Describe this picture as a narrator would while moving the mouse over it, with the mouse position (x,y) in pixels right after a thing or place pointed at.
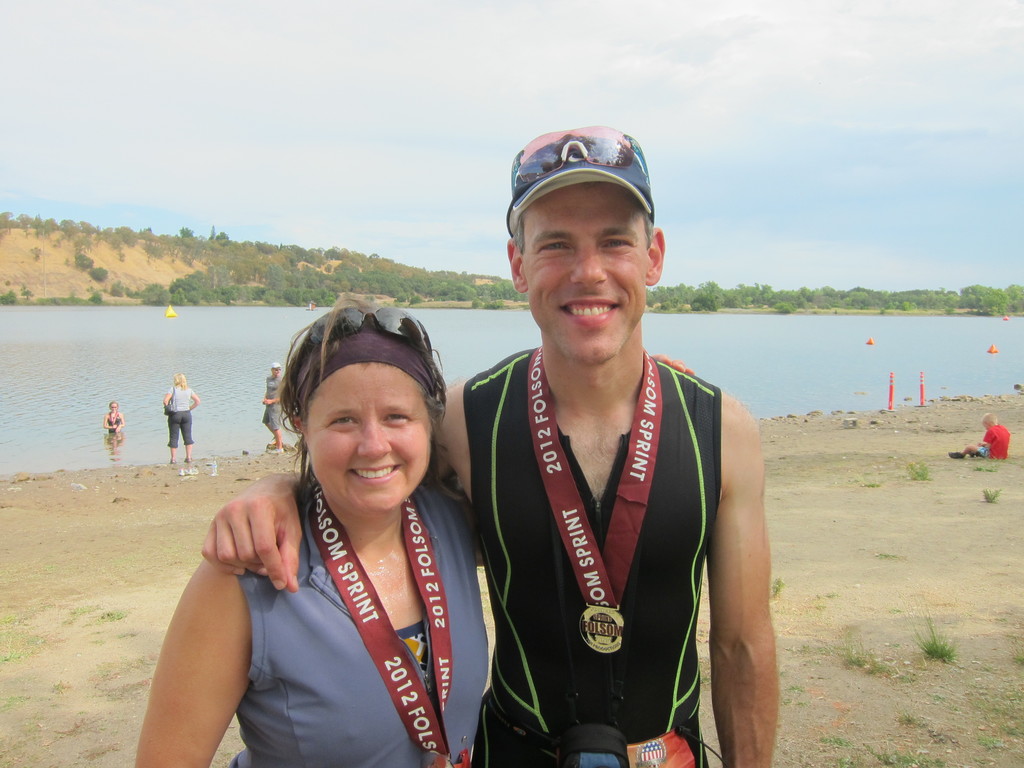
In this picture there are two people (529,501) standing and smiling. At the back (177,421) there are two persons (190,409) standing on the ground (6,522) and there is a person (118,420) in the water (121,433) and there are trees (420,300) on the mountain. At the top (859,236) there is sky (290,131) and there are clouds (727,98). At the bottom (960,602) there is water (645,340) and there is ground (901,614) and there are objects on the ground (903,703). On the right side of the image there is a person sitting on the ground (837,442).
